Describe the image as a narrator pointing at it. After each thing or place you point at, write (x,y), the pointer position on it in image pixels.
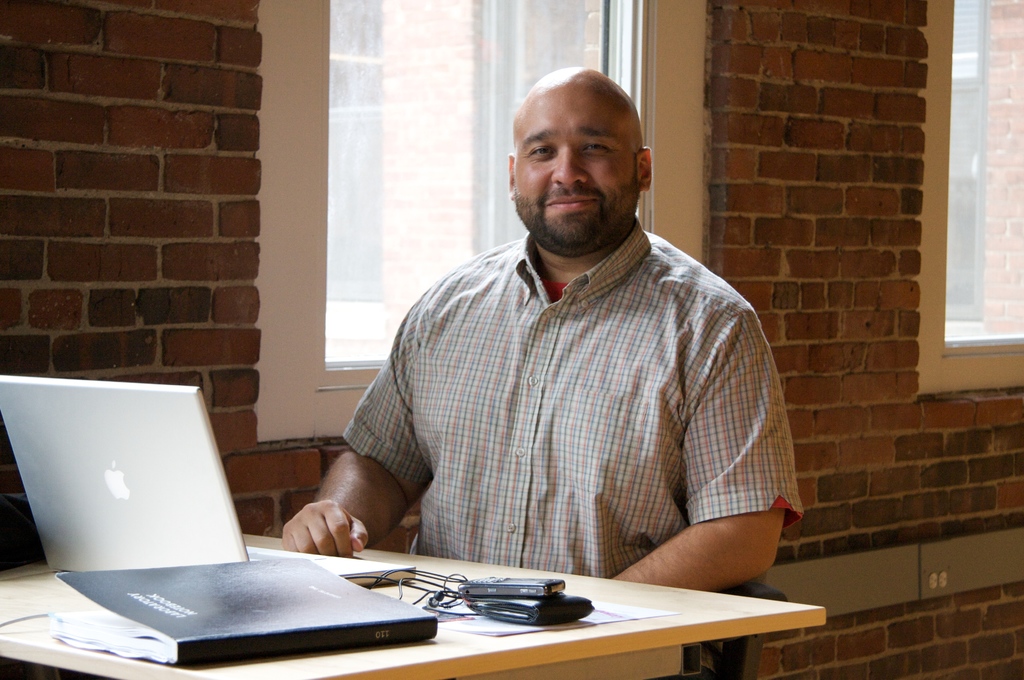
In this picture there is a man (491,394) sitting in the chair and smiling. In front of him there is a laptop (208,547), book (283,593), mobile (533,589) and wallet (488,608) which were placed on the table (586,649). In the background (110,181) there is a wall (119,153) and a window (376,135) here.
